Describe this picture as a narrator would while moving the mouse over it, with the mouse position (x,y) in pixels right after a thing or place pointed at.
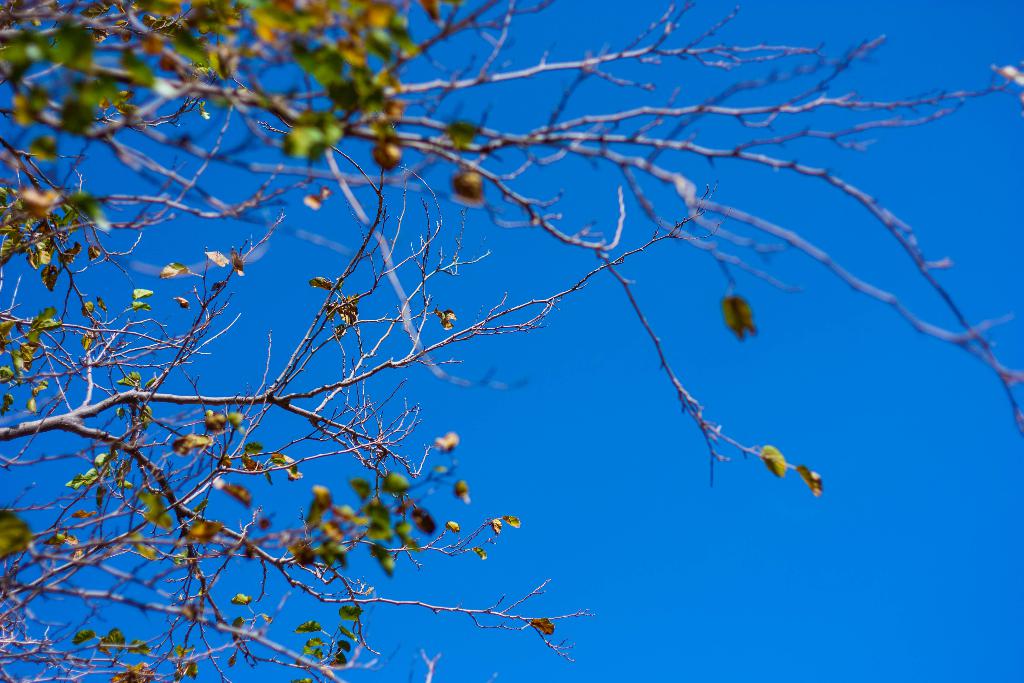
In this image we can see the tree (67,569) with leaves (334,524) and in the background (786,272), we can see the sky (541,102).
